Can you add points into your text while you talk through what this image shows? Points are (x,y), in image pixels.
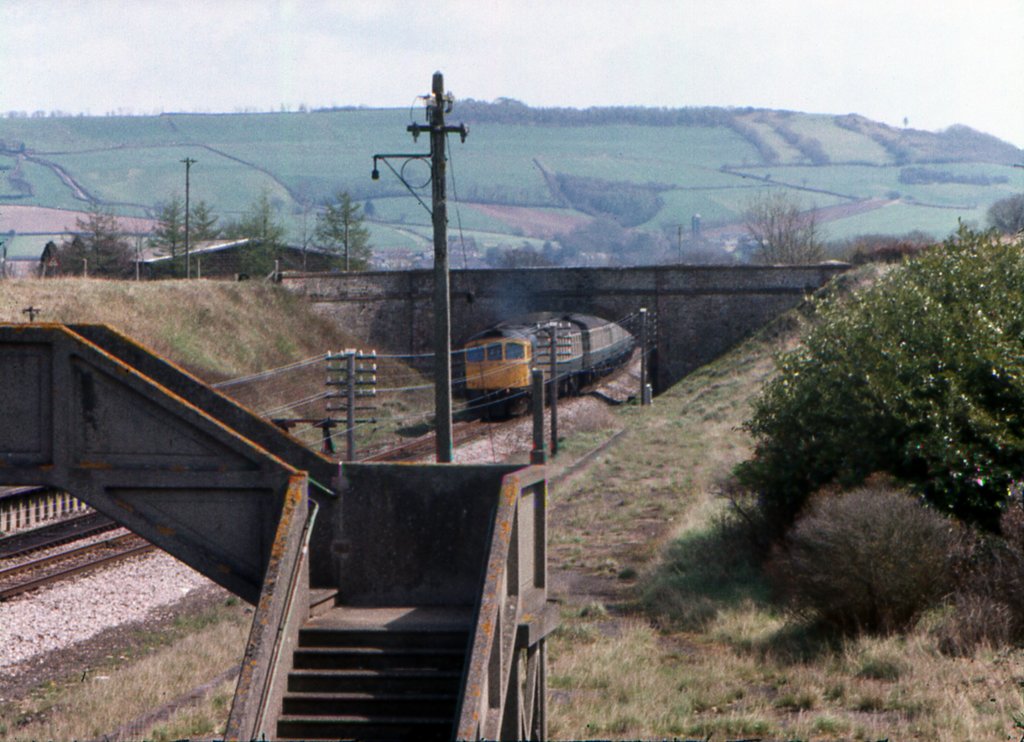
There are stairs (399,655) at the bottom of this image (464,645). We can see a grassy land (722,421), train (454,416) and a railway track (44,535) in the background (558,389). There are trees (608,256) and a mountain (675,198) in the middle of this image (680,256) and the sky (494,79) is at the top of this image (687,70). We can see current poles (443,441) in the middle of this image (352,402).
